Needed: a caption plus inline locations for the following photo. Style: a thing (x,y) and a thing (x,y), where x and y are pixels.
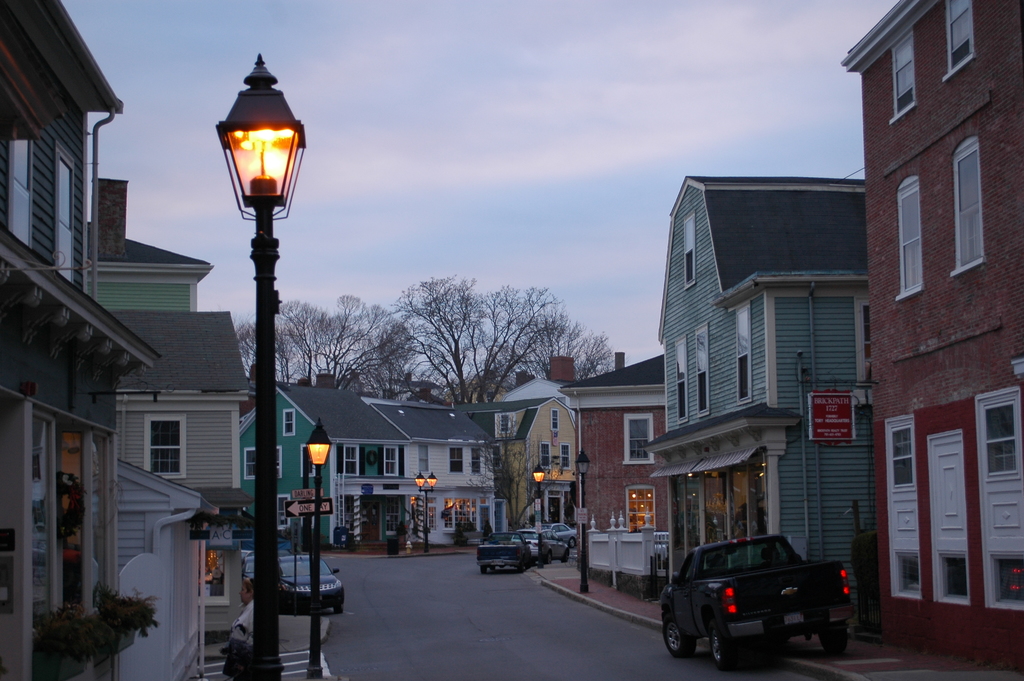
This is an outside view. At the bottom of the image (392,602) there are few vehicles (704,612) on the road (445,587). On both sides of the road (469,617), I can see the buildings (238,457) and light poles (266,367). In the background (396,345) there are trees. At the top of the image (582,80) I can see the sky (638,114). At the bottom (246,613) there is a person (243,633) standing facing towards the left side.
